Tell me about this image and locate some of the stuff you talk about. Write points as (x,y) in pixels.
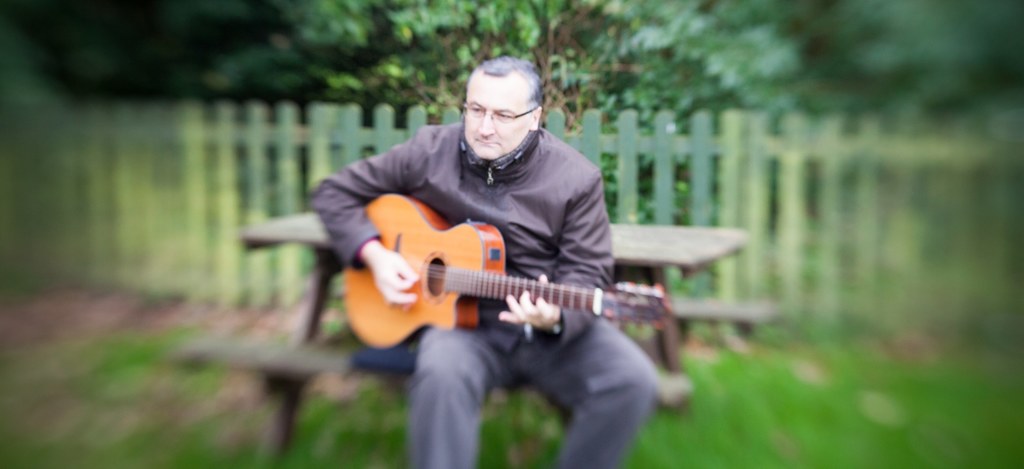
In This Picture we can see person (517,312) sitting in the park (330,309) on the bench (314,337) wearing a dark jacket (553,188) and pant (629,368), Holding a brown guitar (361,285) and playing, Behind we can see wooden green fencing (830,179) and trees (302,59).
